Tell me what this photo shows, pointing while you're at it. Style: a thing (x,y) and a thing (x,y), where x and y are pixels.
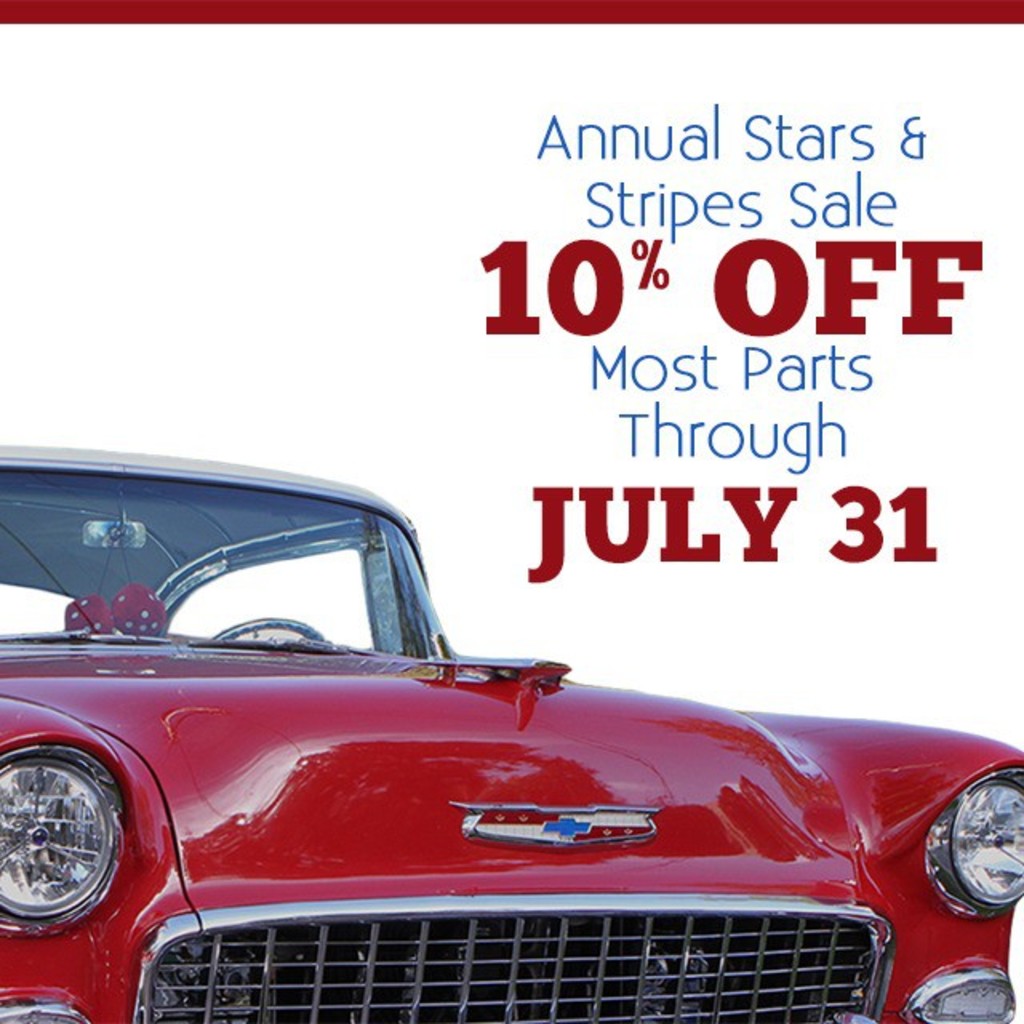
In this image there is a poster (467,825) on which text (803,277) is written, there is a red color car (305,767) truncated, the background of the image (276,236) is white.
